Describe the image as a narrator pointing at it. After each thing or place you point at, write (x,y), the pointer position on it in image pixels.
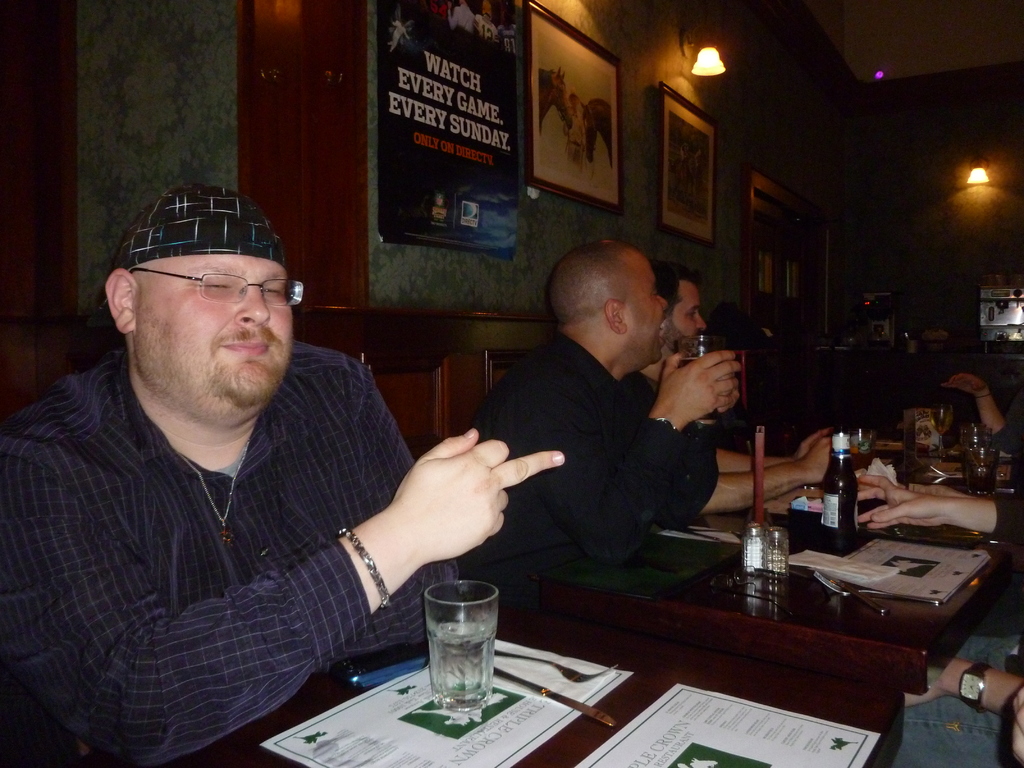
In this image there are group of people (356,601) sitting, and there are glasses (973,475), bottle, cards (287,739), knives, forks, salt and pepper jars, mobile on the table (778,520), and in the background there are frames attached to the wall (978,255), lights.
